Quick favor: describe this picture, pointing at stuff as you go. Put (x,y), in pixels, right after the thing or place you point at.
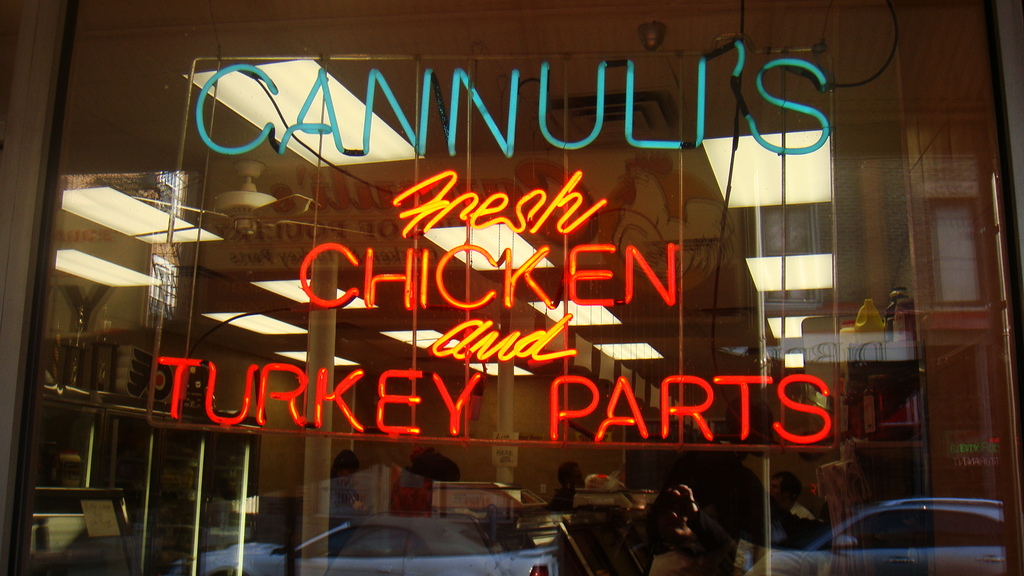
Here in this picture we can see a hoarding (373,184) present with different kind of lights (411,269) present over there and on the reflection (680,503) of the glass (722,427) we can see cars (843,533) present on the road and inside that we can see lights (763,264) present on the roof (688,326) over there.
